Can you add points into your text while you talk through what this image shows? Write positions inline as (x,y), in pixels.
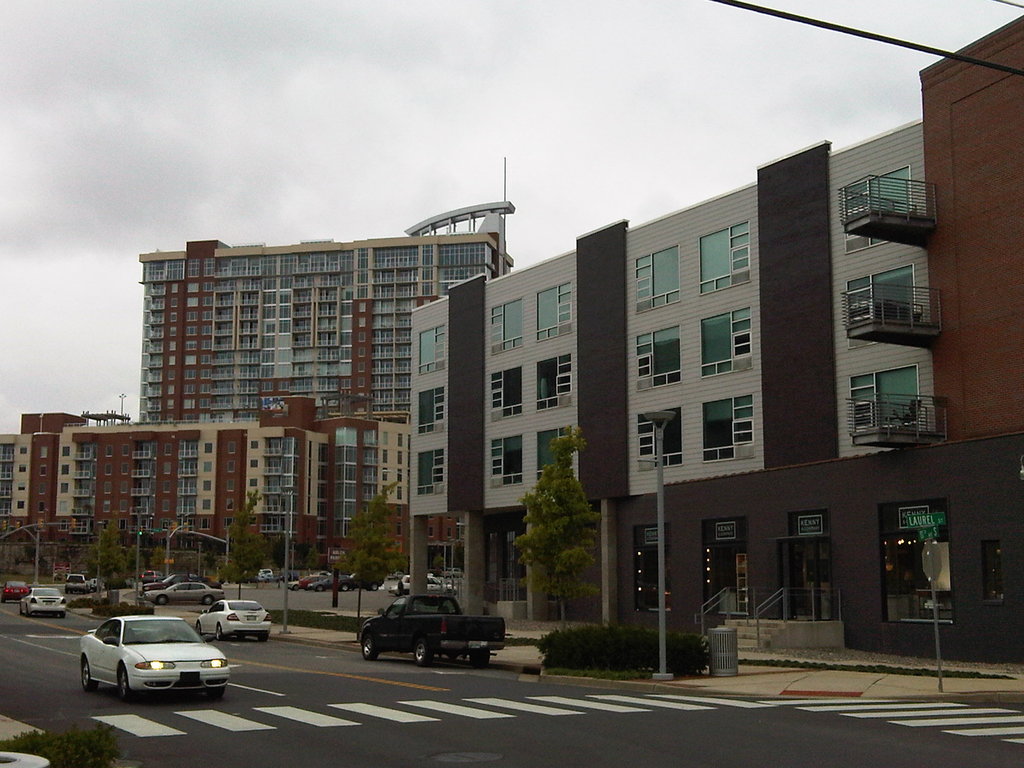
In this image in the center (490,443) there are some buildings (564,434), trees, poles (936,647) and there are some vehicles (150,671) on the road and also i can see some lights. At the top (377,111) there is sky (611,80) and some wires (922,48).
